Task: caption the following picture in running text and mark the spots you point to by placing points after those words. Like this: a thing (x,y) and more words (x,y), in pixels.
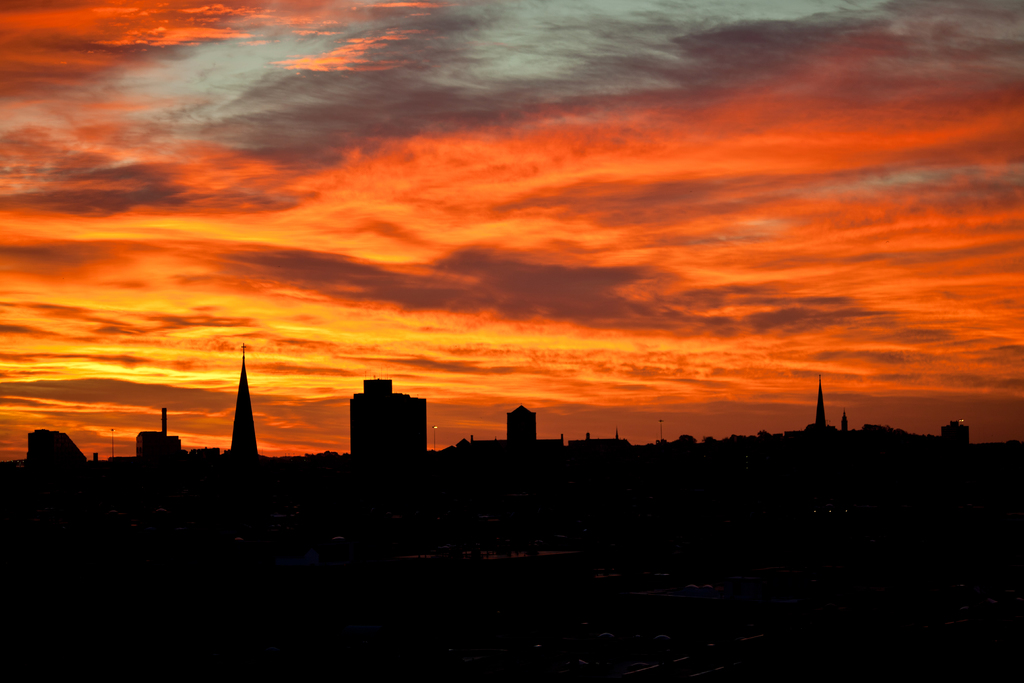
There are few buildings (490,453) and the sky (452,348) is red in color.
